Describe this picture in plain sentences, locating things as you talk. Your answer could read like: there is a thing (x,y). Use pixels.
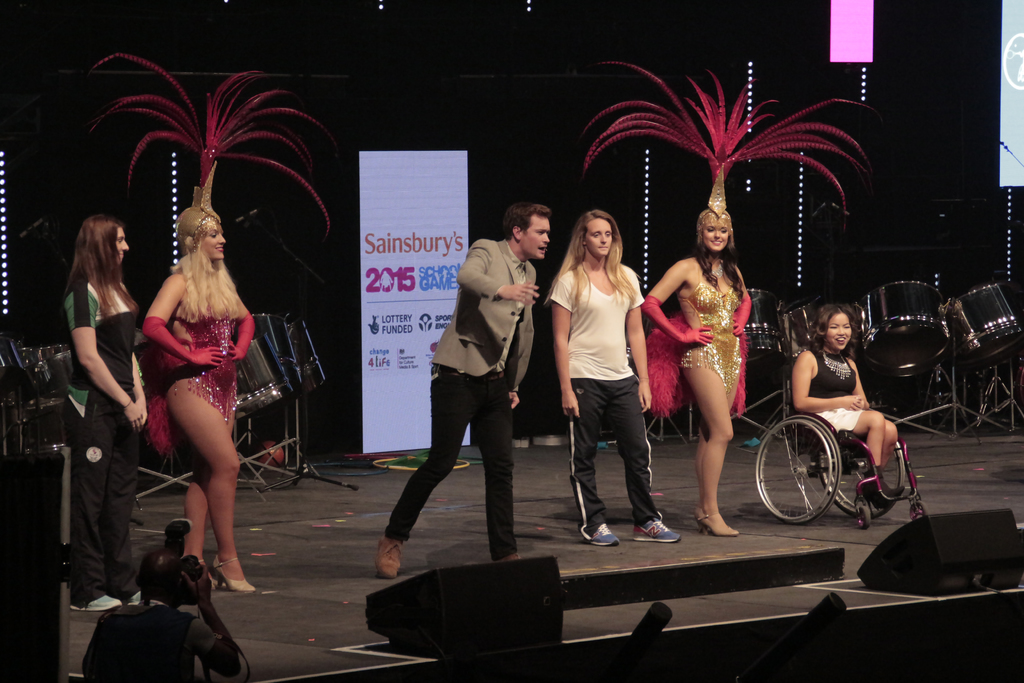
In this image we can see few people (718,477) standing on the stage (660,475). A person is sitting on a wheelchair (862,446). A person (213,606) is taking a photo at the bottom left side of the image (170,637). There are few musical instruments (930,367) in the image. There are few objects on the stage (297,660).
